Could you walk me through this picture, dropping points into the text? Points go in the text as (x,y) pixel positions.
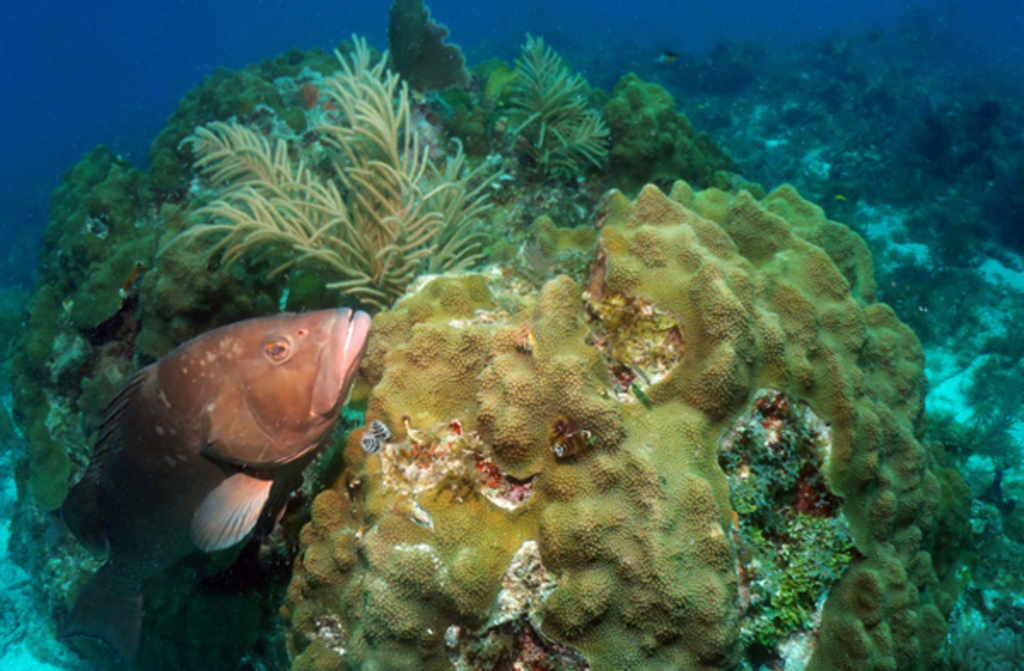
There is a fish (246,441) in the water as we can see on the left side of this image (236,405). There are some aquatic plants (397,272) present in the background (531,270).
